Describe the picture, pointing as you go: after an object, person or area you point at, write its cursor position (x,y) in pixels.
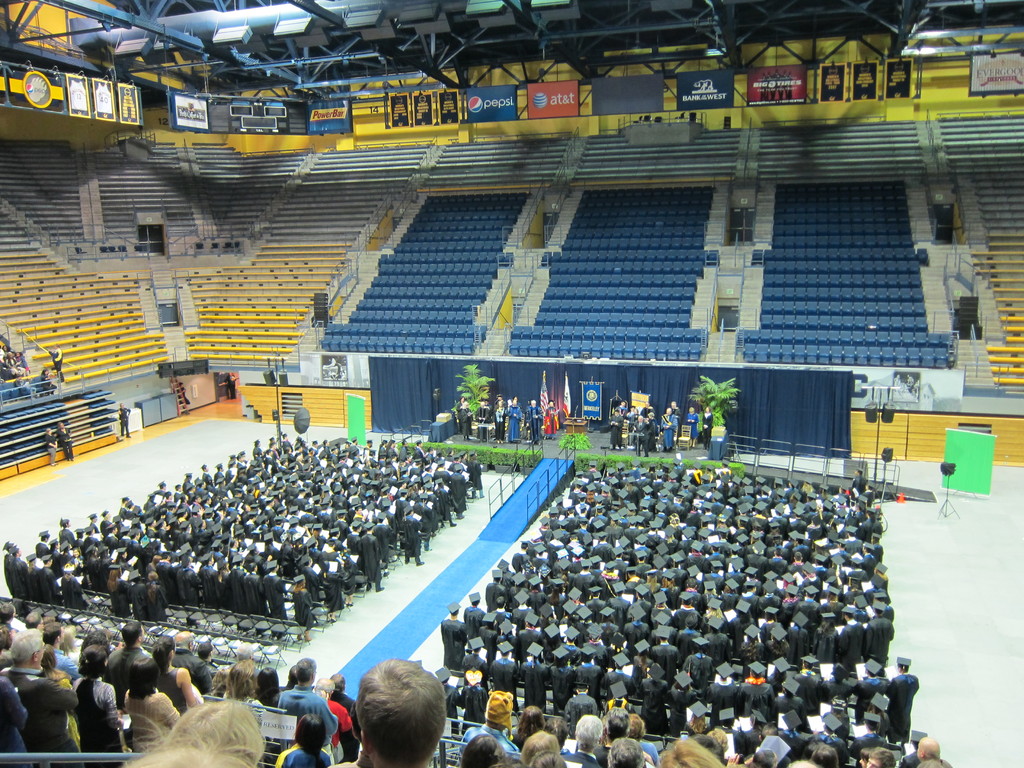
At the bottom of the image (319,704) we can see a few people (302,721) are standing and few people (352,716) are holding some objects (851,729). In the center of the image (346,509), we can see chairs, fences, one carpet (407,609) and a group of people (789,570) are standing and they are holding some objects (715,540) and they are in different costumes (660,567). In the background (707,230) we can see chairs (621,256), fences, stands (859,242), plants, curtains (813,402), banners (932,374), flags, one board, speakers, few people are sitting, few people (666,434) are standing, few people (658,437) are holding some objects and a few other objects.
